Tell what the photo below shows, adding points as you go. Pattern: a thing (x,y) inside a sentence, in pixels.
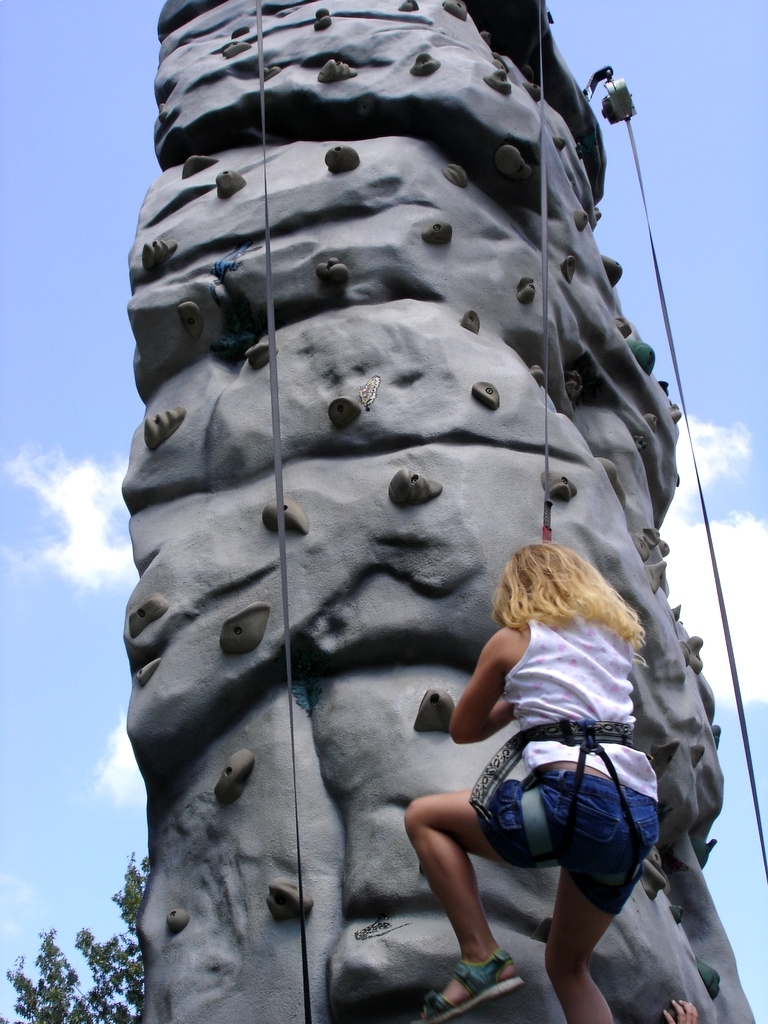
In this image I can see a person (477,690) performing the sport climbing. In the background (111,454), I can see the clouds (57,561) in the sky (65,722).
